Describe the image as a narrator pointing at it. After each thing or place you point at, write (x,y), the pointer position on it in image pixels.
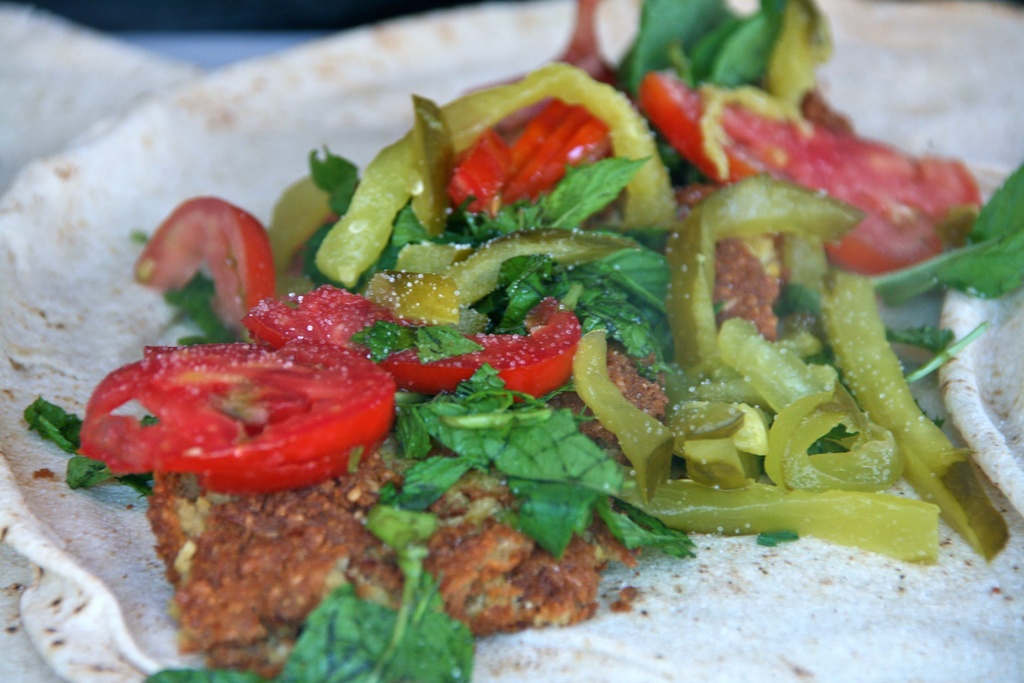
In this image there are few chapatis (618,627) having few tomato slices (409,379), capsicum slices (638,439), leafy vegetables (442,489) and some food (353,533) are on it.
